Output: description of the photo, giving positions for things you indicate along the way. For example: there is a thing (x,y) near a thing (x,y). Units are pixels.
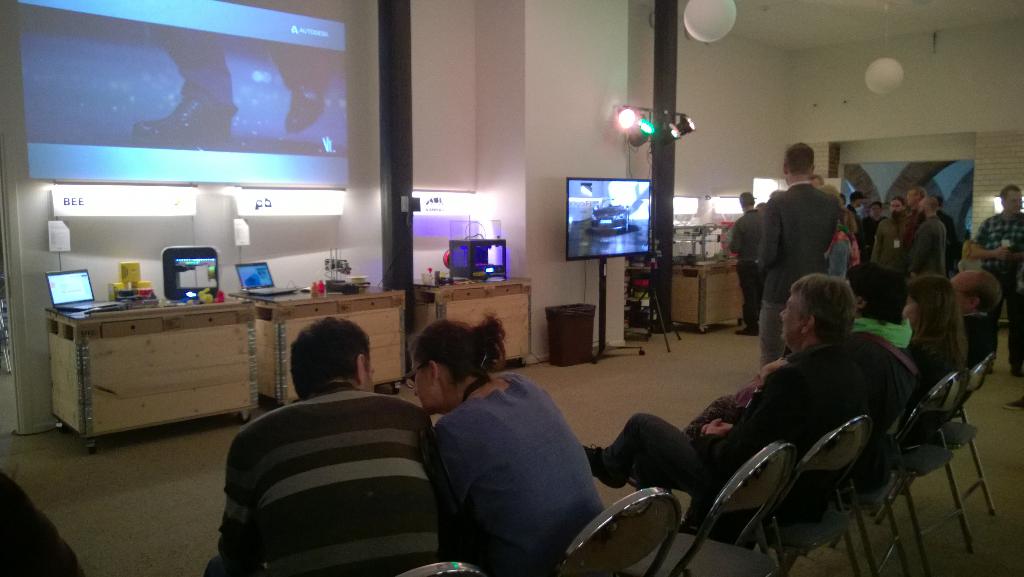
In this image I can see people (750,290) where few are sitting on chairs (838,540) and rest all are standing. In the background (242,351) I can see few tables (272,331), a television (577,245), few lights (646,138), a screen (138,113) over here and few white colour things (720,29) on ceiling (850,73). On these tables (91,373) I can see few laptops (59,280), few monitors (209,262) and few other stuffs (207,291).
